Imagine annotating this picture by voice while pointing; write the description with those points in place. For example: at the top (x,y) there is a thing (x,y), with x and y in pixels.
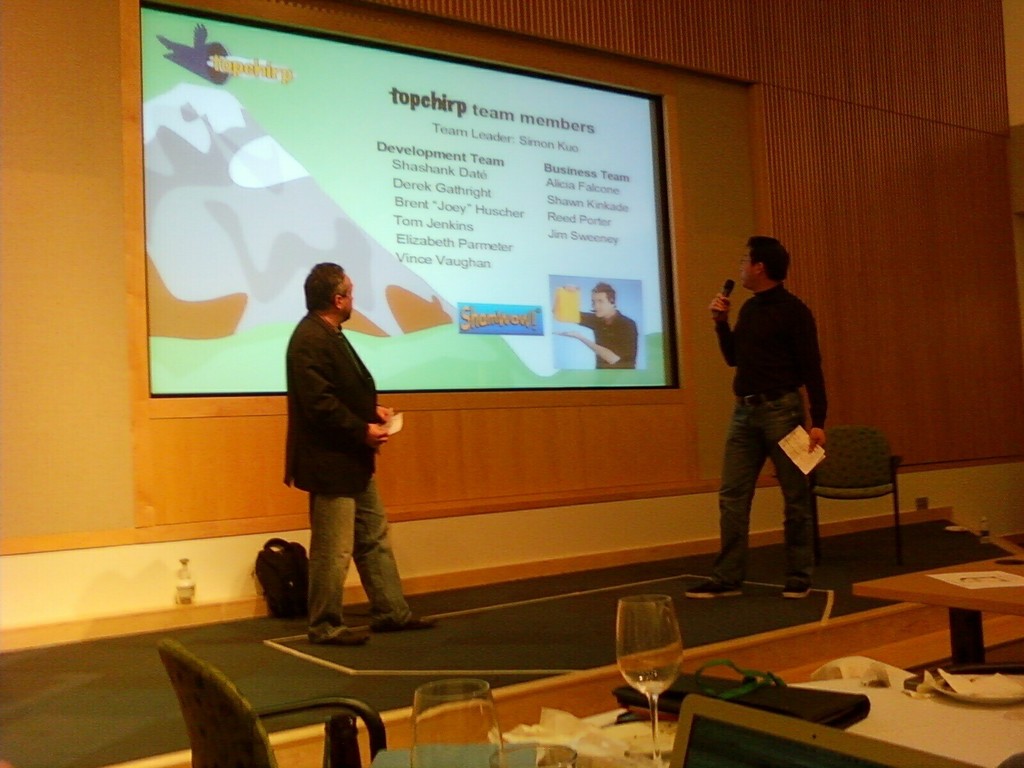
In this picture there is a man (344,417) standing. There is also another standing holding a mic (723,296) and paper (789,450) in his hands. There is a bag (294,566), bottle (182,584), glass (657,688), plate (980,699) on the table (892,697). There is a screen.
